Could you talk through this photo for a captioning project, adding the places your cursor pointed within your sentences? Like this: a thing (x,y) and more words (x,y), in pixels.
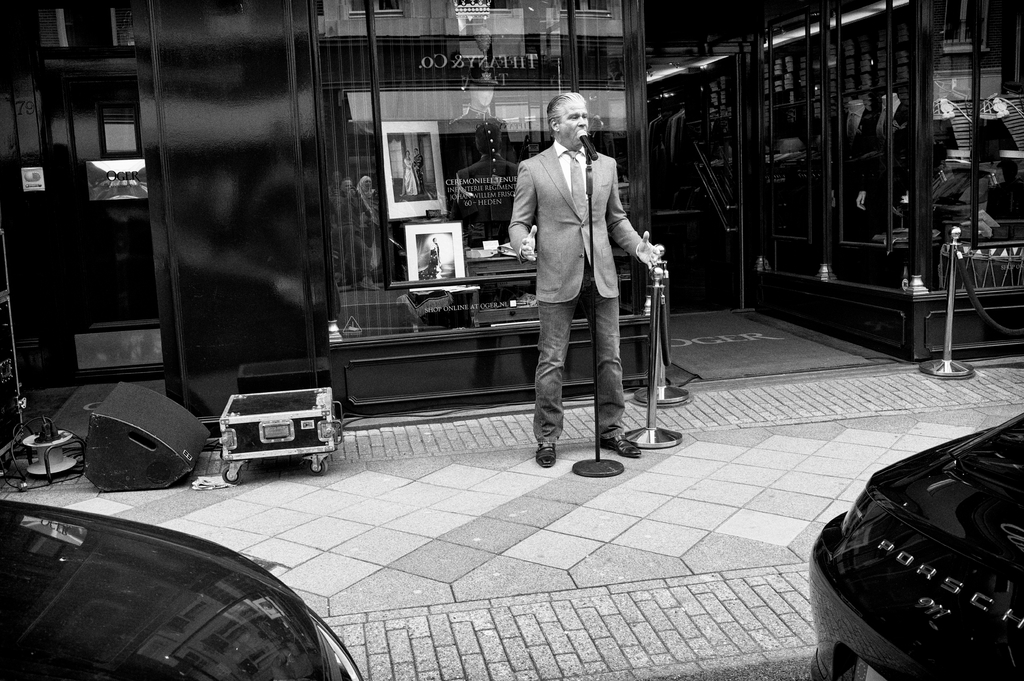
In this picture I can observe a person (564,293) standing in front of a mic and a stand (593,470). On the left side (141,482) there is a speaker (156,414). I can observe two cars (858,528) on the road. In the background (486,182) there is a store (496,116).
